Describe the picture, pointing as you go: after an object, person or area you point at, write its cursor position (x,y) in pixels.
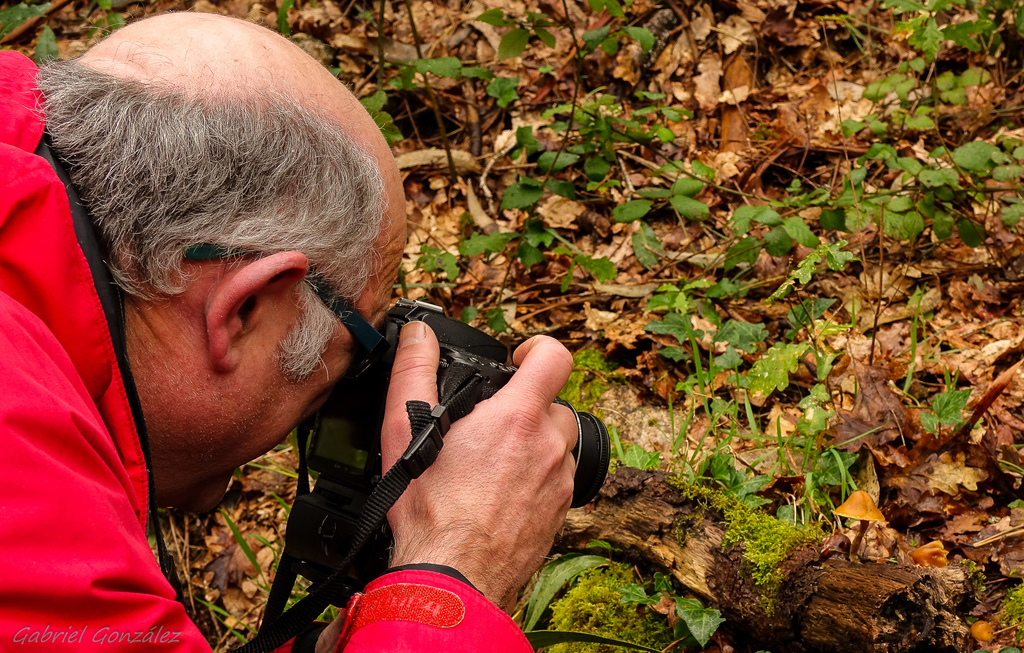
In the image we can see a man (119,329) wearing clothes (103,378), spectacles (212,257) and the man (275,308) is holding a camera (371,418) in his hand (387,441). These are the dry leaves (781,304), wooden log (820,585) and grass (705,401).
